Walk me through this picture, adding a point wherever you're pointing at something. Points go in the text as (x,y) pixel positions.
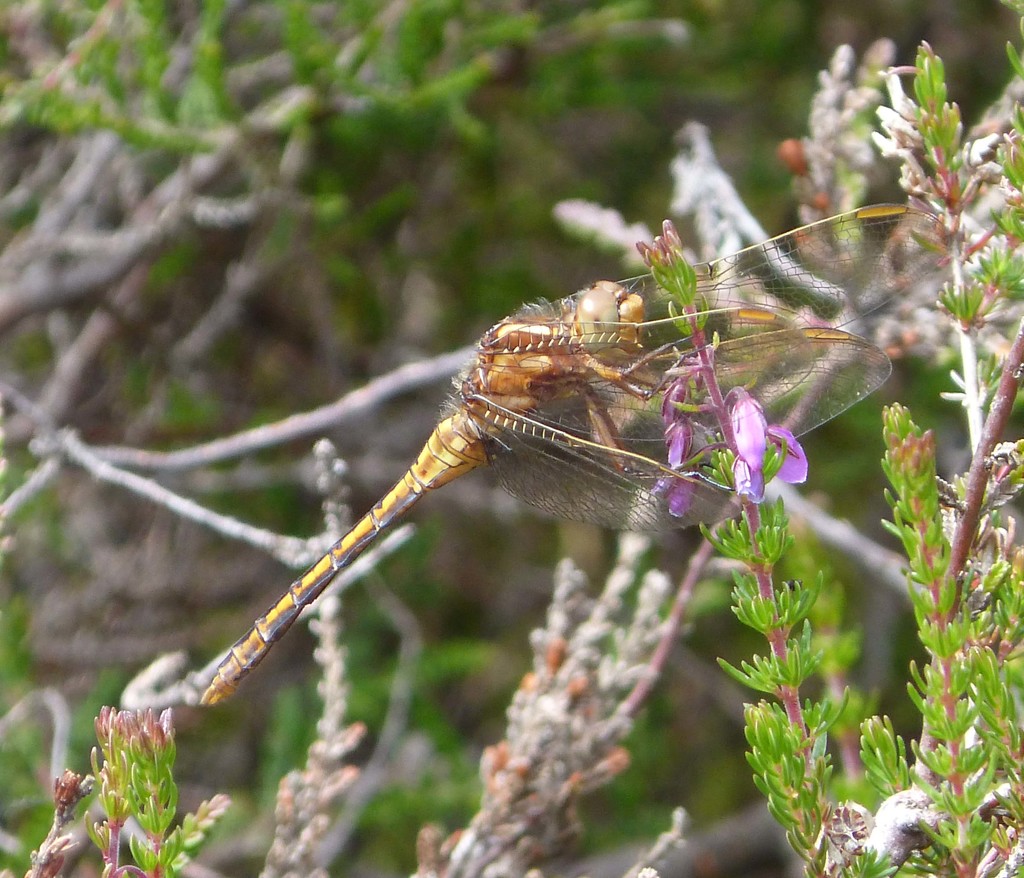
In this image I can see an insect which is in brown and cream color on the plant (646,658) and the plant (1007,690) is in green color.
